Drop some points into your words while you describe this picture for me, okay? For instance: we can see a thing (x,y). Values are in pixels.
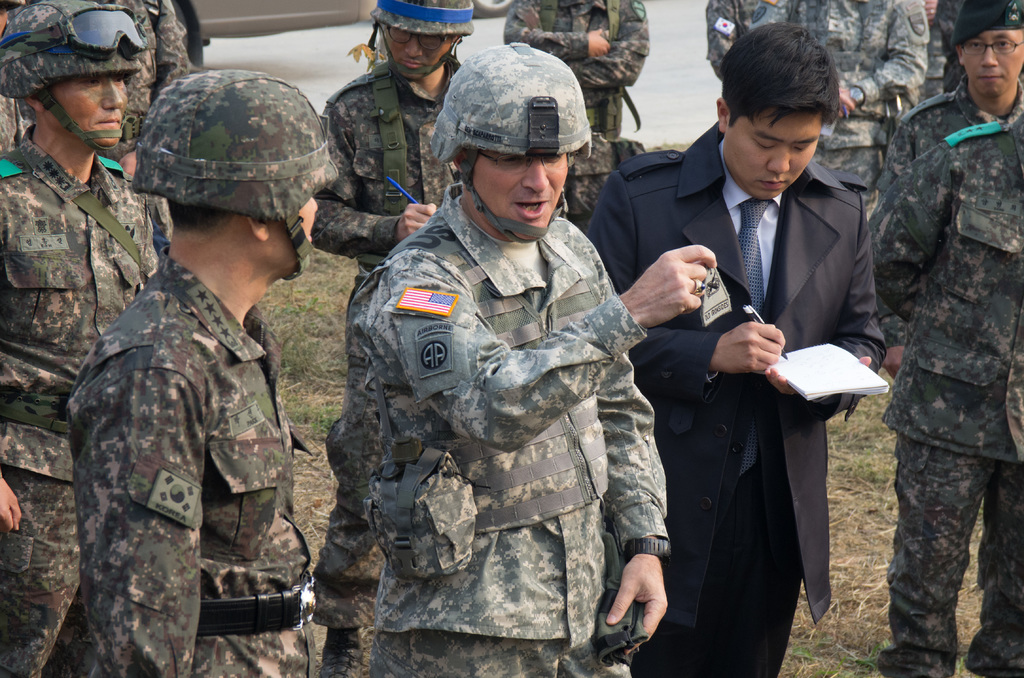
In this image I can see few people (770,55) are standing and one person (747,344) is holding the book (876,384) and the pen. I can see few people (905,350) are wearing military dresses (852,157).
